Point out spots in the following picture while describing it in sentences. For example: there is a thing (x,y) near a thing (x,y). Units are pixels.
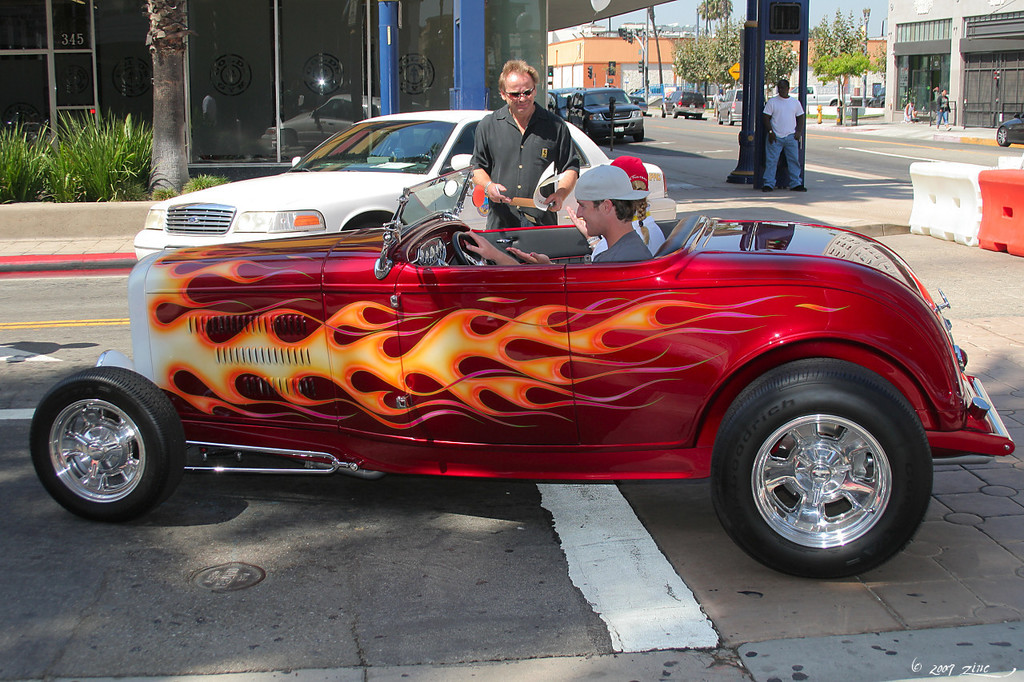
In this image there are two persons (599,201) sitting in the car (533,388). At the background (279,99) we can see the building (593,44) and a tree (687,56). There are two persons (552,141) standing on the road (93,279).
